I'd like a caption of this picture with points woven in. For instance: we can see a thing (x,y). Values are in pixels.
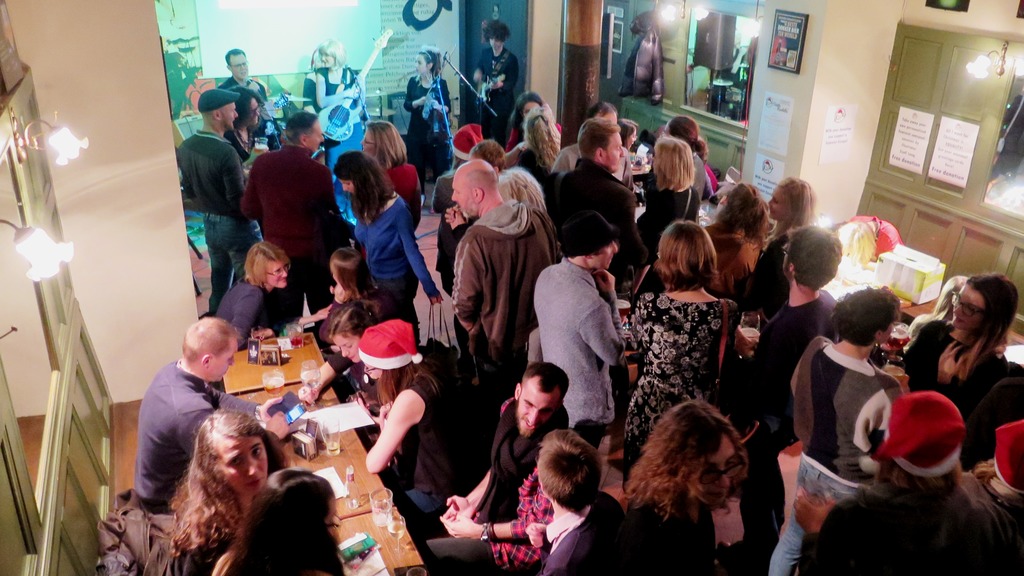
In the picture we can see a group of people (668,366) in the house (617,445) and some people (279,521) are sitting on the chairs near the table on it we can see some glasses of drinks (301,327), and a bottles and in the background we can see some people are giving a musical performance and to the walls (9,534) we can see windows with lights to it.
